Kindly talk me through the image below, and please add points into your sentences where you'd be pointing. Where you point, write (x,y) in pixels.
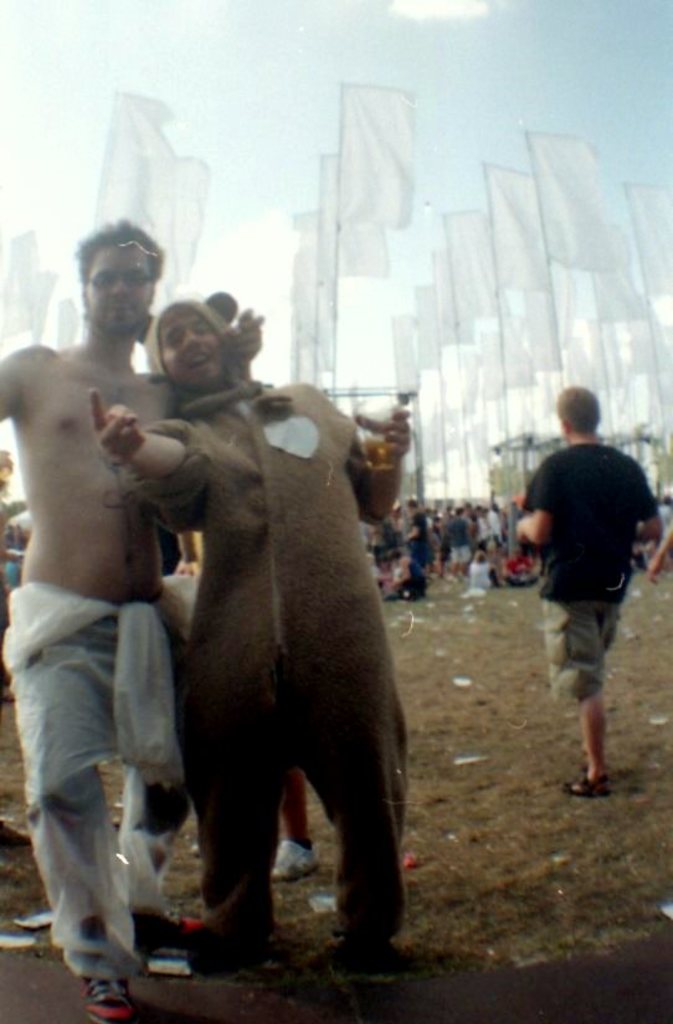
Here we can see three persons (613,499) on the ground (429,834). In the background (591,112) there are group of people (516,539), flags (463,368), and sky (287,177).
